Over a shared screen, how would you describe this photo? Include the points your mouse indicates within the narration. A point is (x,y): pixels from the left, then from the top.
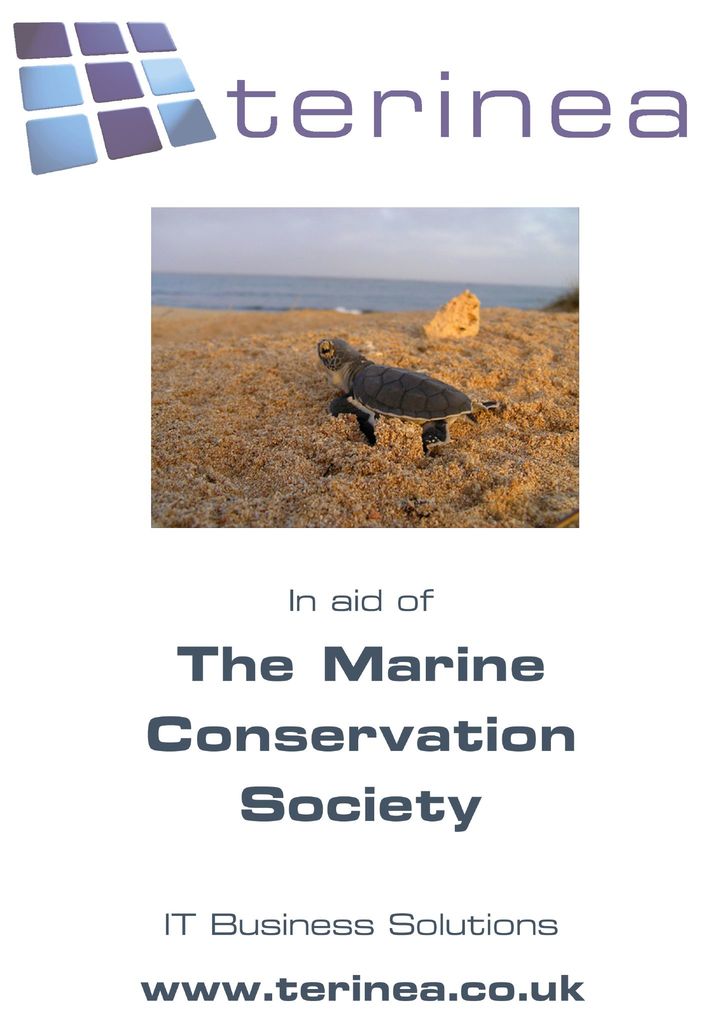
There is a poster (614,447). There is an image of a turtle (410,413) present on the sand (458,426). There is water (327,288) at the back (244,277). ''Terinea'' is written at the top (418,76) and its logo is present at the left top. Some matter (331,666) is written at the bottom (483,937). There is a white background (109,780).
